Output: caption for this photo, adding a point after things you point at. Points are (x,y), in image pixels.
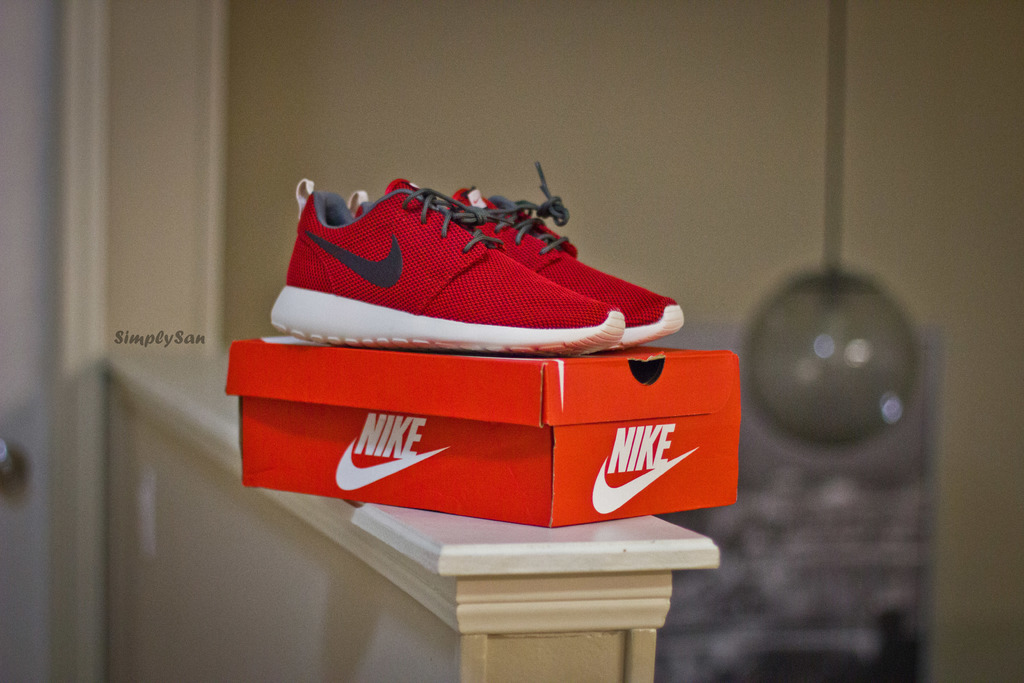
In the center of the image (478,344) we can see red shoes (400,317) and a box (382,424) placed on the wall (468,569).
